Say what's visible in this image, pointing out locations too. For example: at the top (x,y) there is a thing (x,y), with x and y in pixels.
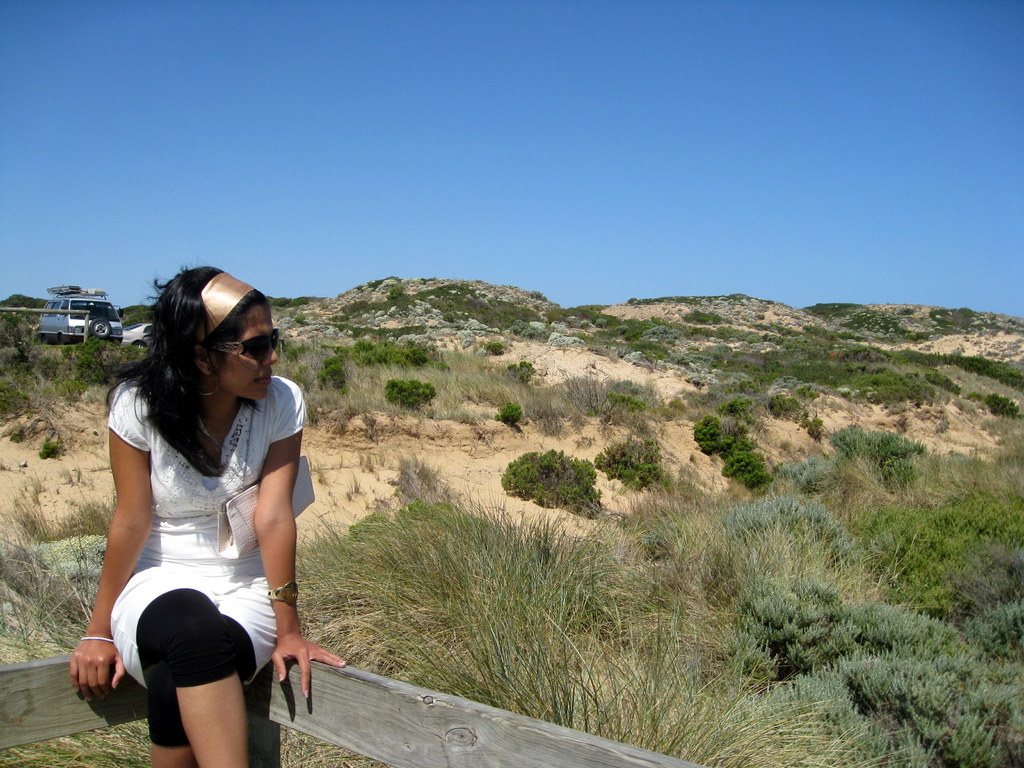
As we can see in the image, there are grass (662,596) and plants (857,460) here and there. On the top (611,121) there is sky (404,116). In the front (200,442) there is a woman (236,663). She is wearing white color dress (214,510) and goggles (260,340). In the background (60,319) there is a car (75,327).
